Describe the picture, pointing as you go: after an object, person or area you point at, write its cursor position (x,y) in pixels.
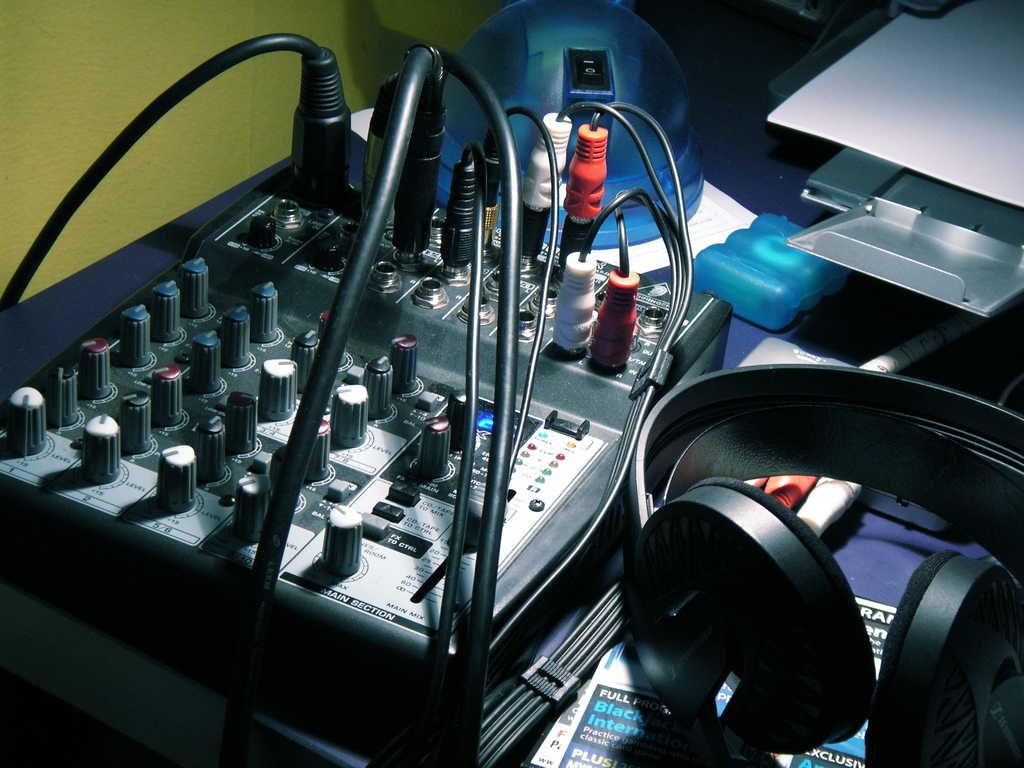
In this picture I can see there is an electronic device (103,535) placed on a table (915,321) and it has few cables (833,496) attached to it. There are headset (982,616) placed on the right side (993,504) and there is a green wall (306,12).
